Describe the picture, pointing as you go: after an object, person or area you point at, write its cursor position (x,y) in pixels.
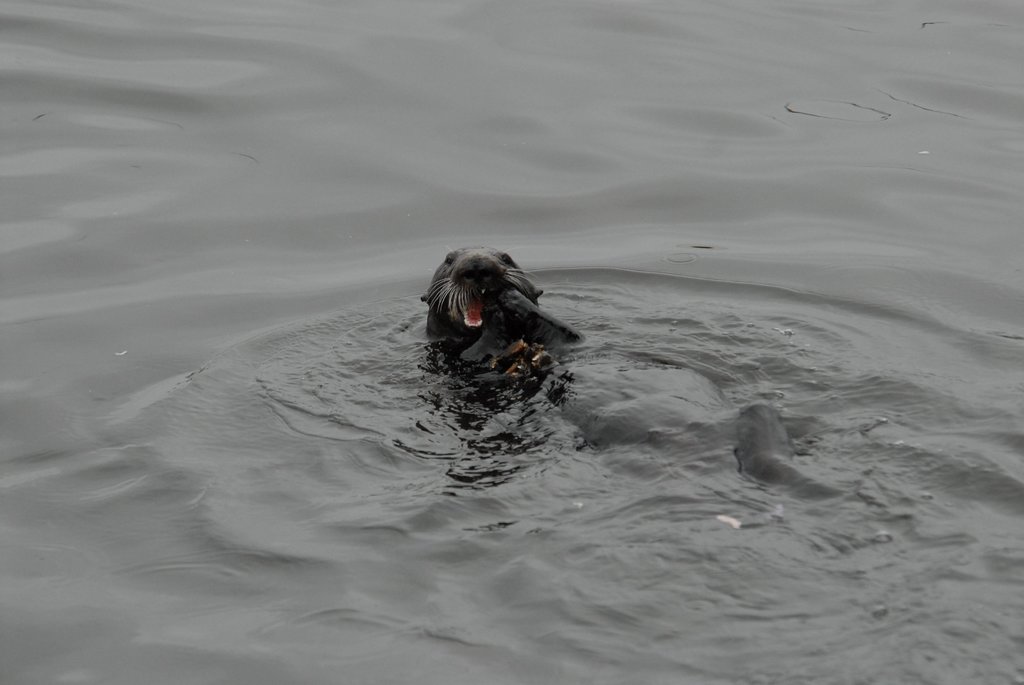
In this image there is an aquatic animal (750,435) in the water (959,268).
